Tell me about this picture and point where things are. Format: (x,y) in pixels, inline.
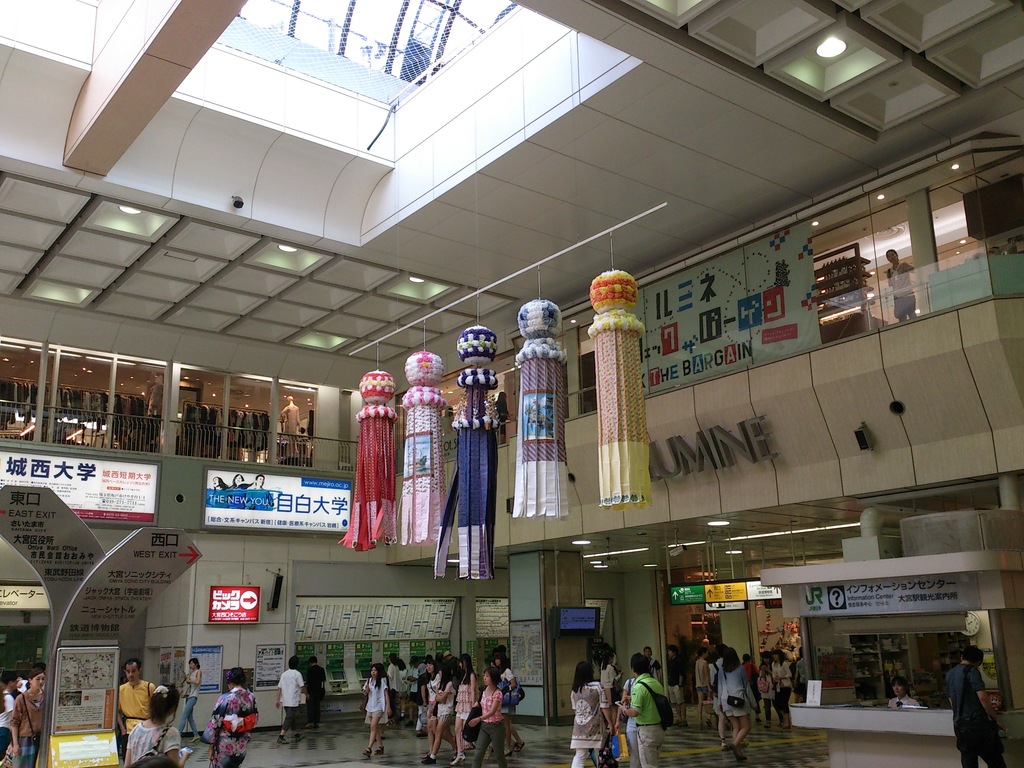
In this picture we can see an inside view of a building (340,199), there are some people (146,724) walking at the bottom (707,683), on the left side (151,569) there are boards (140,579), we can see some text (326,525) on these boards (119,514), in the background (825,599) there are some stores (281,415) and glasses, there is the ceiling (718,138) and lights (592,556) at the top of the picture (584,205), we can also see a screen (587,620) in the background (580,631), there are decorative things (606,379) present in the middle (600,385).
